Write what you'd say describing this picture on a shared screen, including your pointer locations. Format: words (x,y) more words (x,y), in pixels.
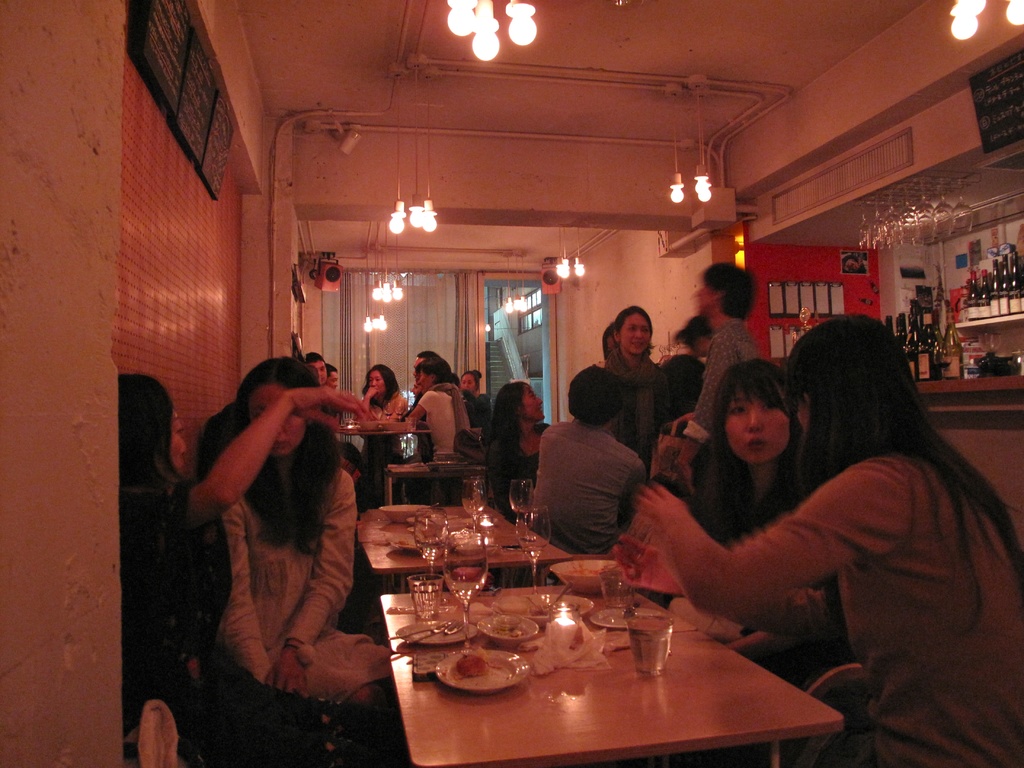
It is looking like a bar (489,605). There are few people (774,454) at a table (449,644) in front and a group of people (546,471) gathered around and talking to each other. And at other table (416,429) a group of people (438,444) having a serious discussion. The bar (515,89) is well illuminated with the lights (398,225) hanging from the roof (590,204). There is a glass door (506,328) through which we can see a staircase (499,349).
